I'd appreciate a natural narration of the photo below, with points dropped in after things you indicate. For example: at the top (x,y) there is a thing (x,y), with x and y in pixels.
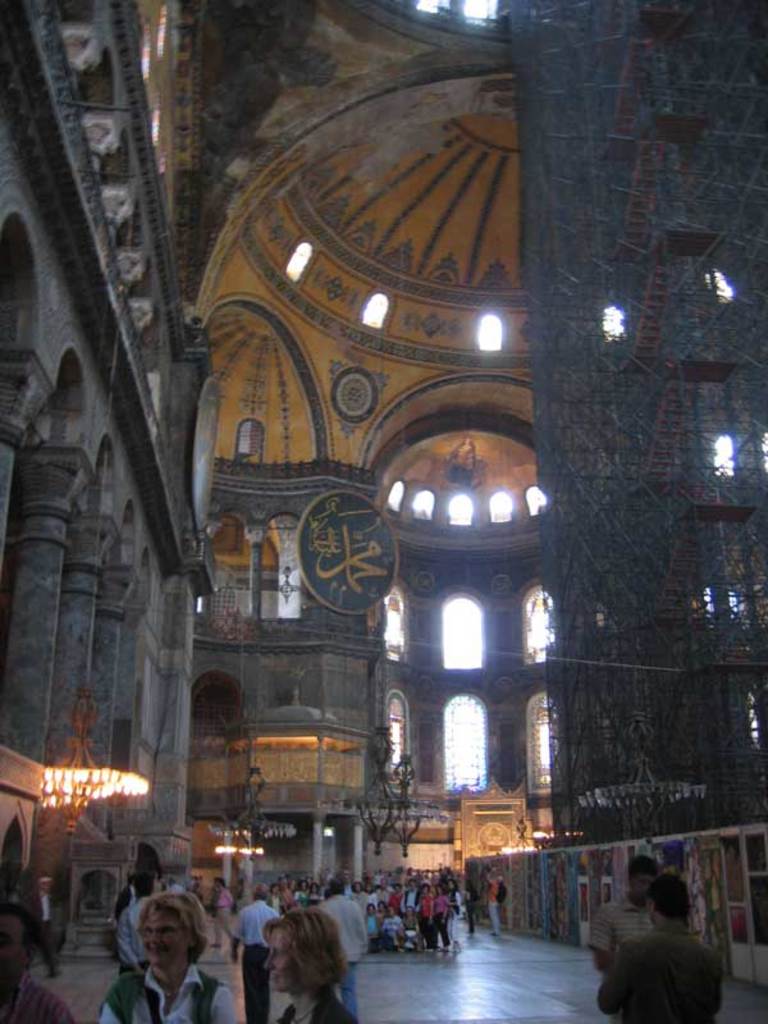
A picture inside of a building (440,956). These are windows (373,306). Here we can see people (632,904). Posters (601,900) are on wall (748,918).
